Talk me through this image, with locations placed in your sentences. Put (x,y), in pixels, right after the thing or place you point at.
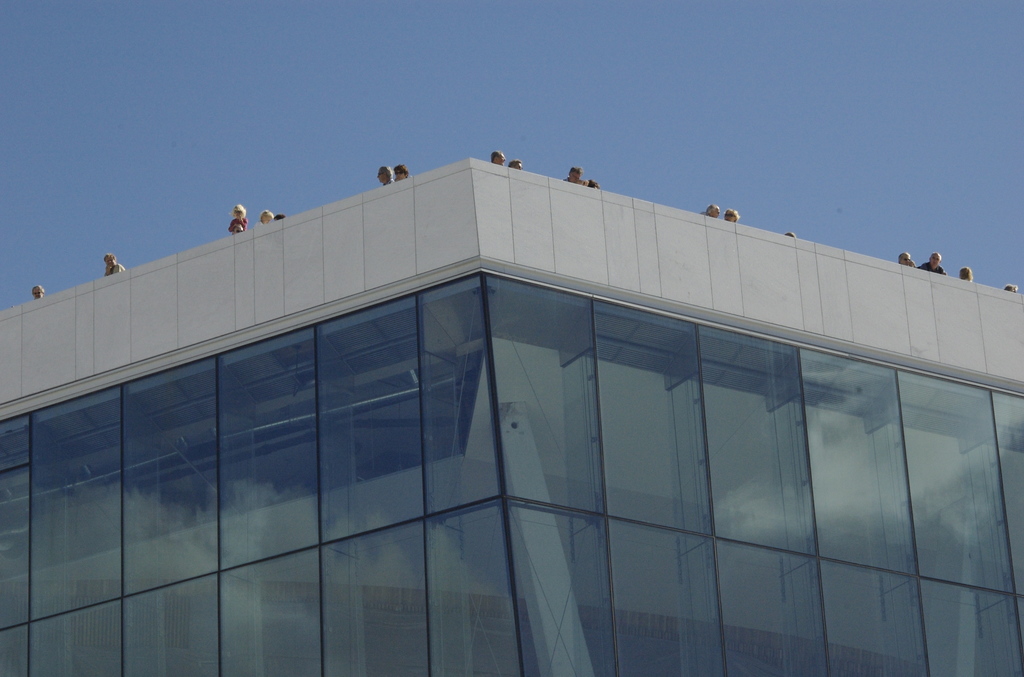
In the image there is a building (343,364) with few persons (112,272) standing above it and above its sky (247,78).
